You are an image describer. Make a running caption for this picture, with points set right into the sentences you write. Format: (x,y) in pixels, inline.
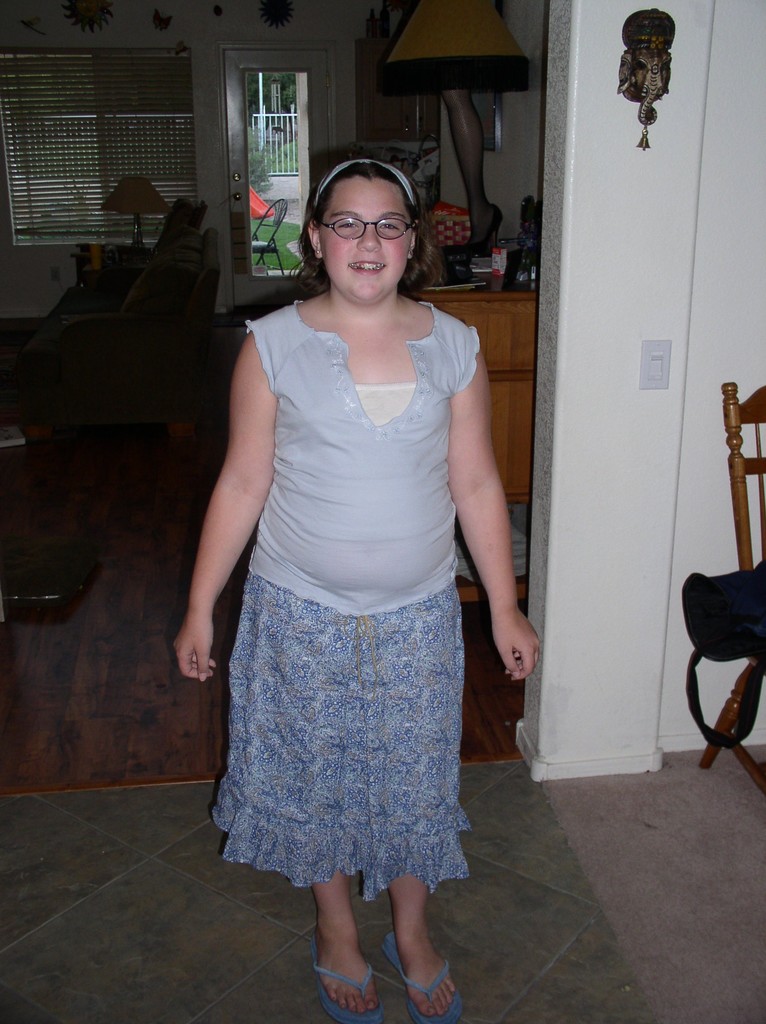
in the picture a girl (396,549) is standing and smiling there is a room (120,520) in the room (612,589) there are many items (709,636) such as sofa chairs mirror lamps (435,80) and decorative items (648,41).
